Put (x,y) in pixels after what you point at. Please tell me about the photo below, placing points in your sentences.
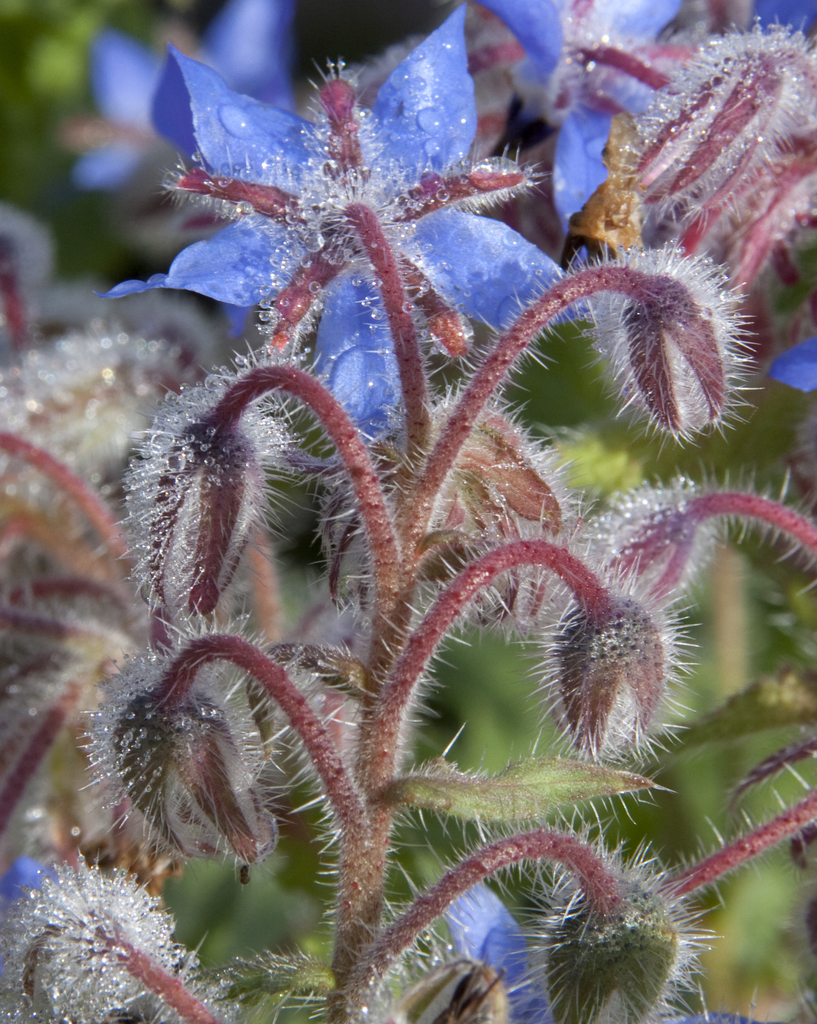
In the picture we can see some flowers (341,228) which are grown to the plant (417,271) are in violet color.
